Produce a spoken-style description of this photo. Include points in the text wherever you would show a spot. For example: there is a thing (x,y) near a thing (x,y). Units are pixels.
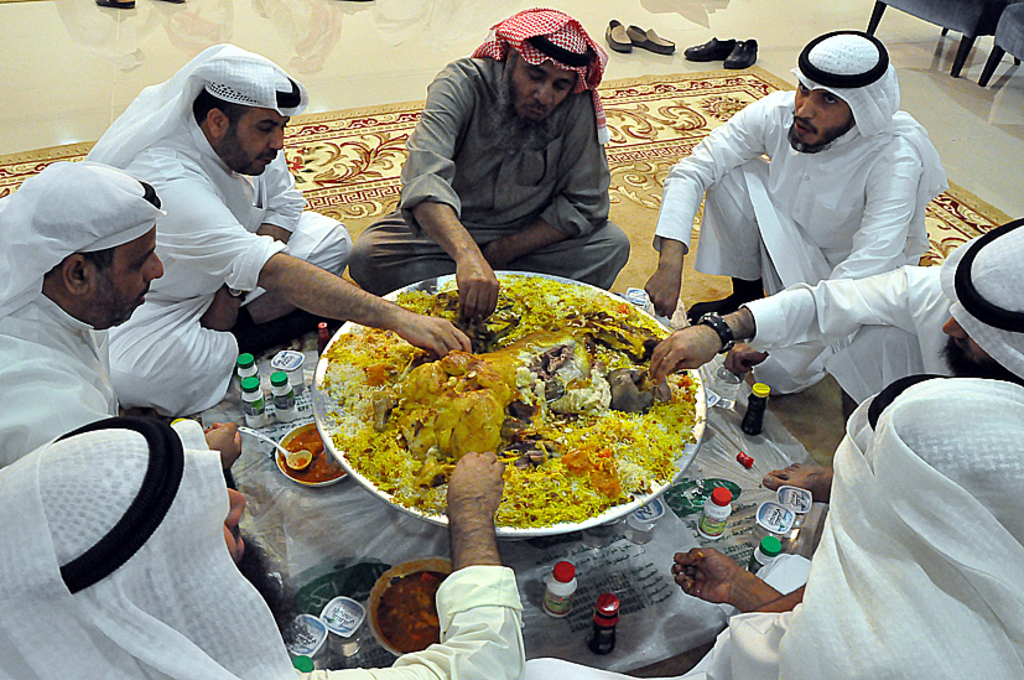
Here we can see few persons (880,374) are sitting on the cloth (629,628) and they are eating food (608,471). Here we can see bottles (568,565), bowls (287,441), spoon (302,450), and food (491,414). This is floor (381,33) and there are shoes (688,50).
